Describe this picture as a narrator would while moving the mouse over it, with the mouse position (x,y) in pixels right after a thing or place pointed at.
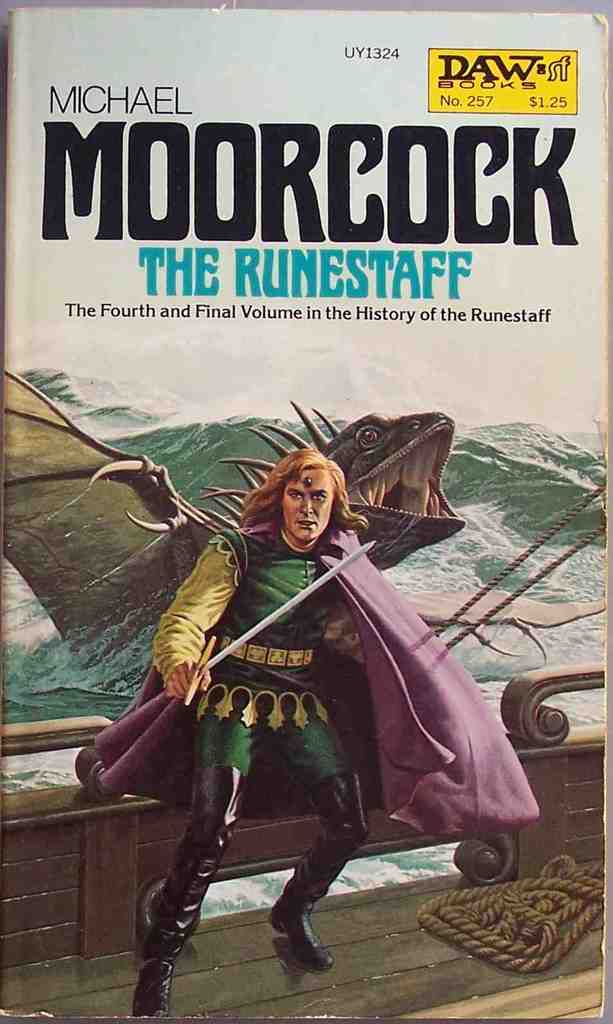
This image looks like a front page (578,323) of a book (281,632) in which I can see a man (348,678) in costume (346,746), animal (185,561), waves (465,484), text (346,163) and the sky (309,355).
